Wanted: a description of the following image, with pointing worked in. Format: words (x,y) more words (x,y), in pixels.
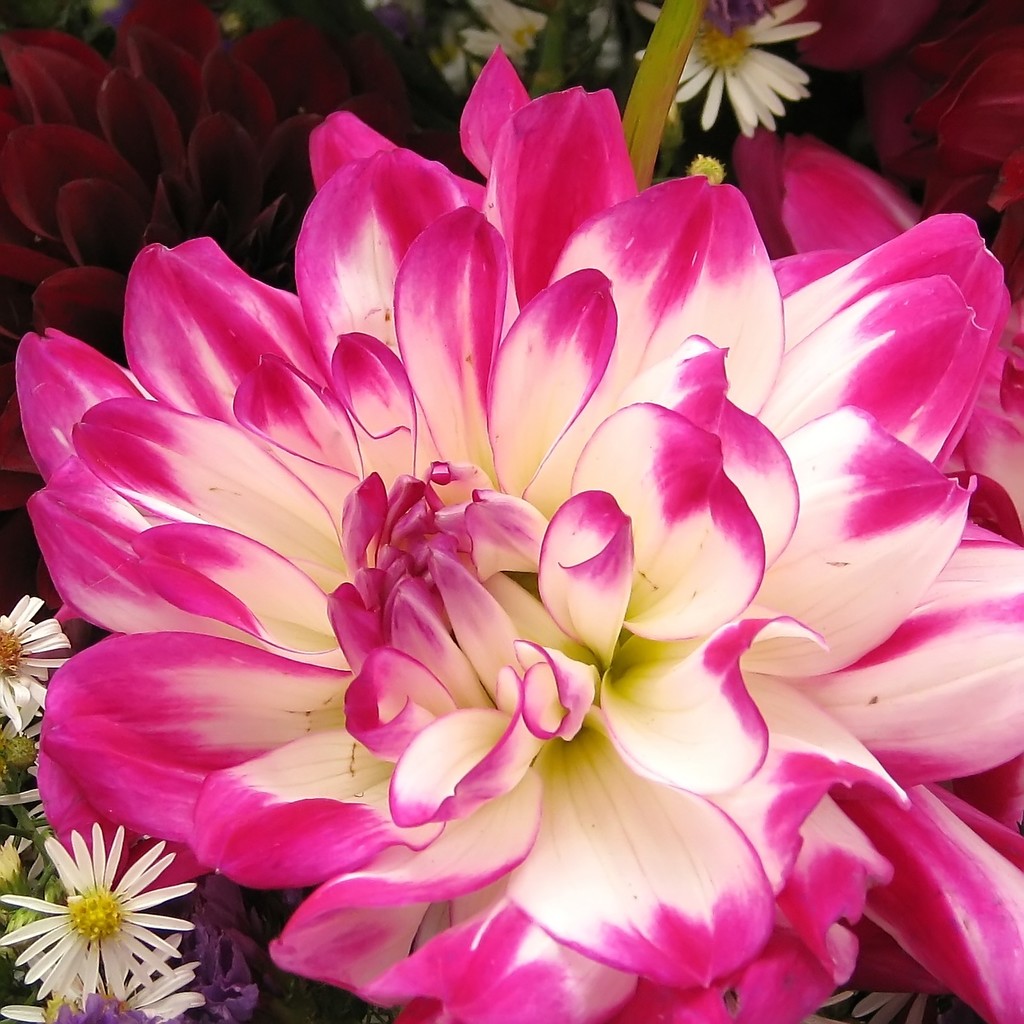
In this image we can see there are some flowers (400,704).
